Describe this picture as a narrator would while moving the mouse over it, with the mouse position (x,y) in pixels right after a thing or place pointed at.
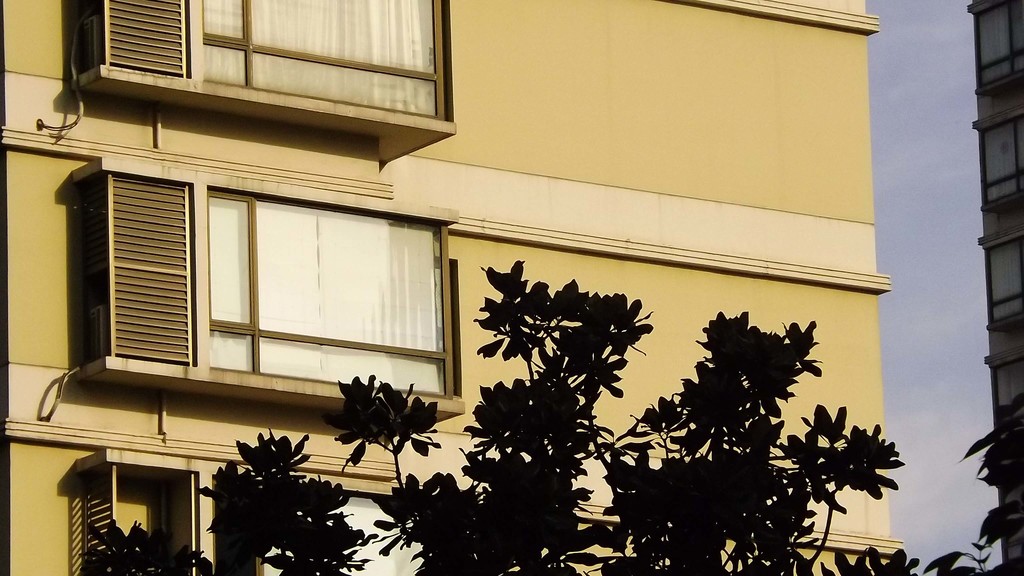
In this image we can see buildings (543,258), trees (740,328), sky (983,323) and clouds (949,155).
